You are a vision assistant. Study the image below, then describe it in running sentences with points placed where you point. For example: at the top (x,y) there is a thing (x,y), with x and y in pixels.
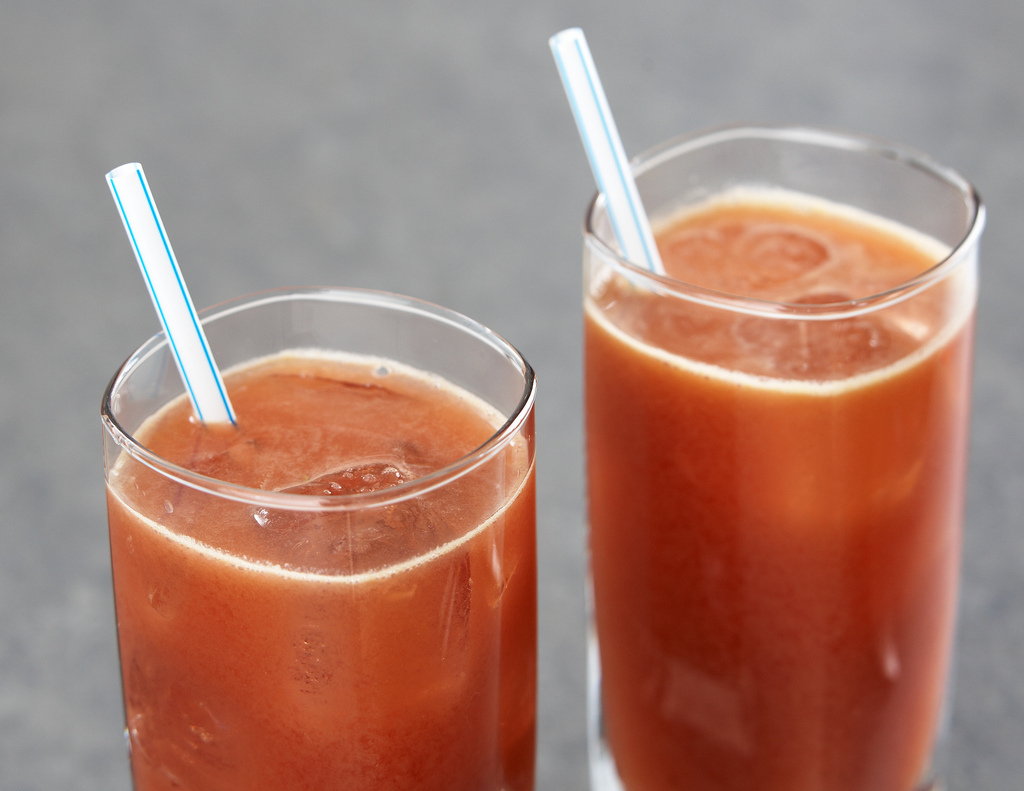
In this image we can see two glasses (613,456) with juice (396,433), straws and ice cubes (338,477).
